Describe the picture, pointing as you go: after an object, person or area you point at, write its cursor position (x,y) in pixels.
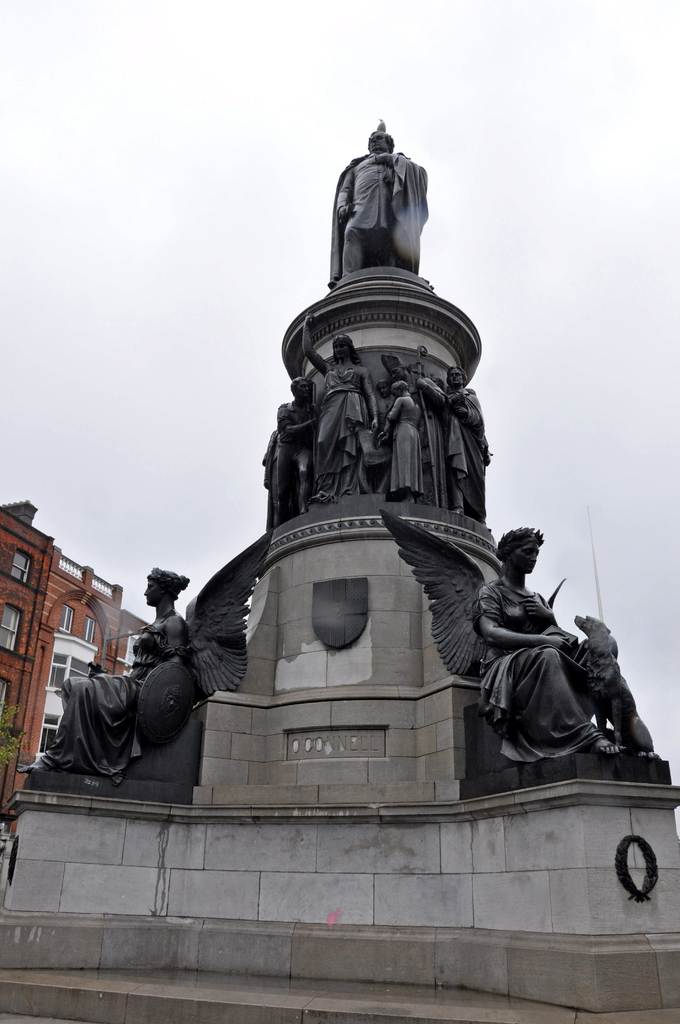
In this image I can see number of sculptures (524,551) and red colour building (71,617) in background (31,736).
